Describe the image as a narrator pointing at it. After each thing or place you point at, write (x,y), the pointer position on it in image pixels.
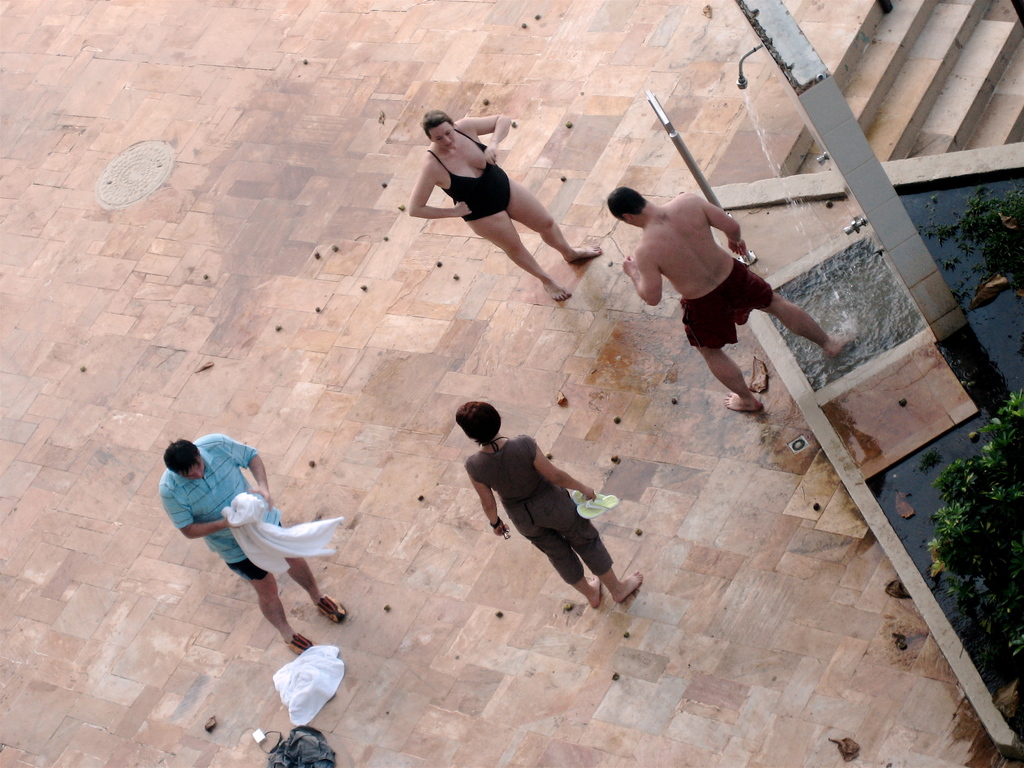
In this image I can see on the left side (178,449) a man (270,519) is standing, he wore t-shirt (223,503), short (249,566), holding the clothes (310,536). In the middle (527,440) two women (472,205) are standing. On the right side (738,222) a man (726,265) is keeping his leg (831,335) in the water (843,265) and there is a shower (748,97). At the top (907,99) it is the staircase (916,117).
